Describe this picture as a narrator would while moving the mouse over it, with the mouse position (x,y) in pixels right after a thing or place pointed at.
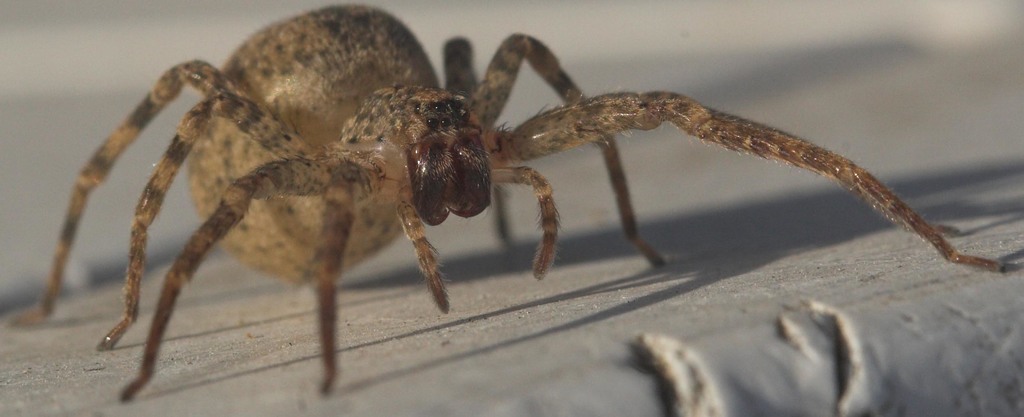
In this image I can see a spider (341,204) on the ground (660,355).
